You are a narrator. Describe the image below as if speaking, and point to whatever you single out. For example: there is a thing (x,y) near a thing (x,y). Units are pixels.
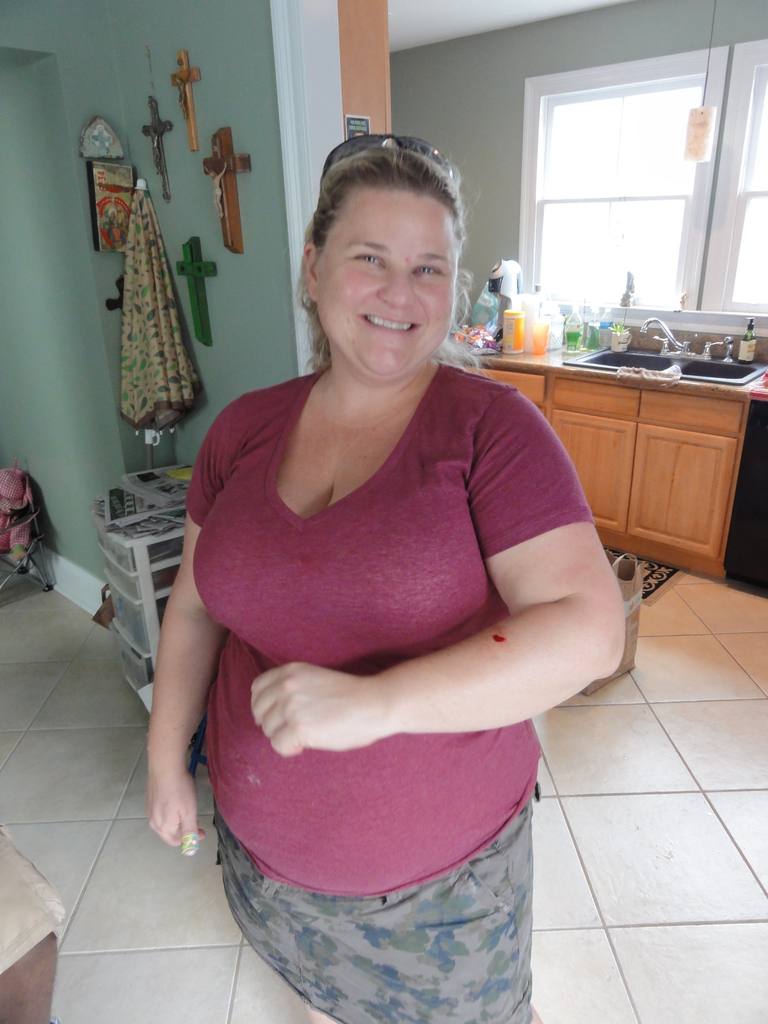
In this image I can see a woman (330,528) is standing and smiling. The woman (361,690) is wearing a t-shirt (373,811) and shades (406,155). Here I can see crosses (206,262) and some other objects (141,312) attached to the wall (257,220). Here I can see a kitchen top (545,357) on which I can see bottles (575,333), sink (667,361) which has taps (671,331) and other objects (616,330). Here I can see windows (581,161) and some objects (131,627) on the floor (46,649).
